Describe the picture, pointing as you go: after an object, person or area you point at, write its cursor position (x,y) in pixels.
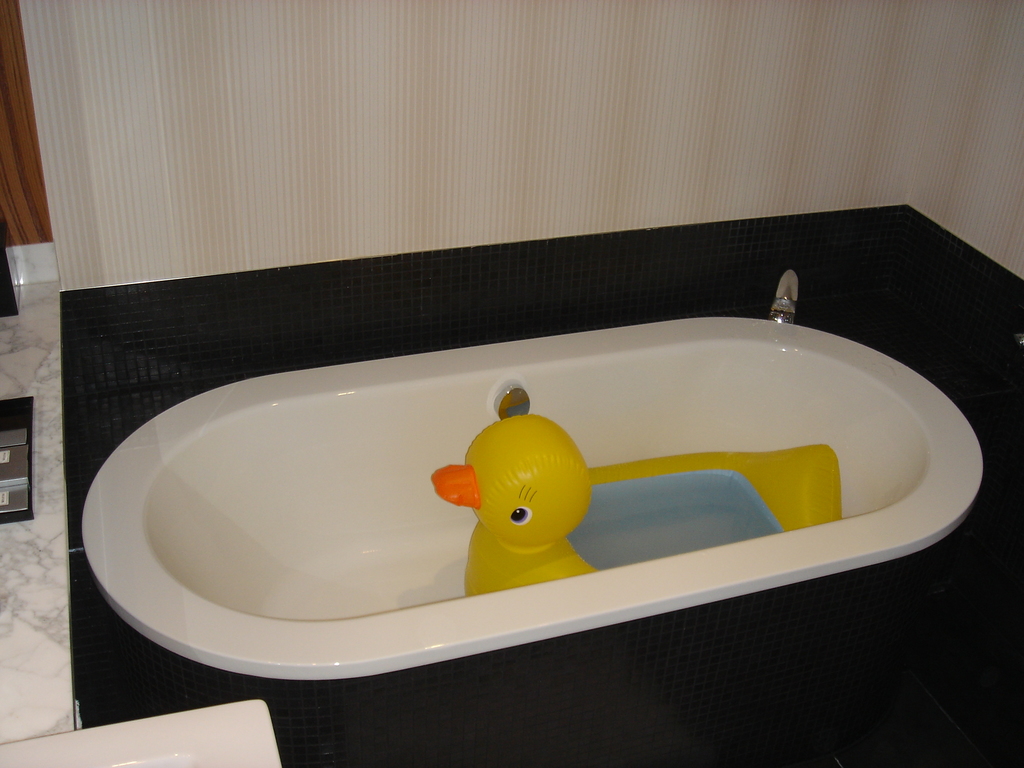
In this image, we can see a bathtub (471,518) and tap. In this bathtub (270,620), we can see duck shape object (478,584) is placed. Here we can see tiles (625,715), wall (1019,25). On the left side of the image (12,491), we can see silver color objects (8,461).
